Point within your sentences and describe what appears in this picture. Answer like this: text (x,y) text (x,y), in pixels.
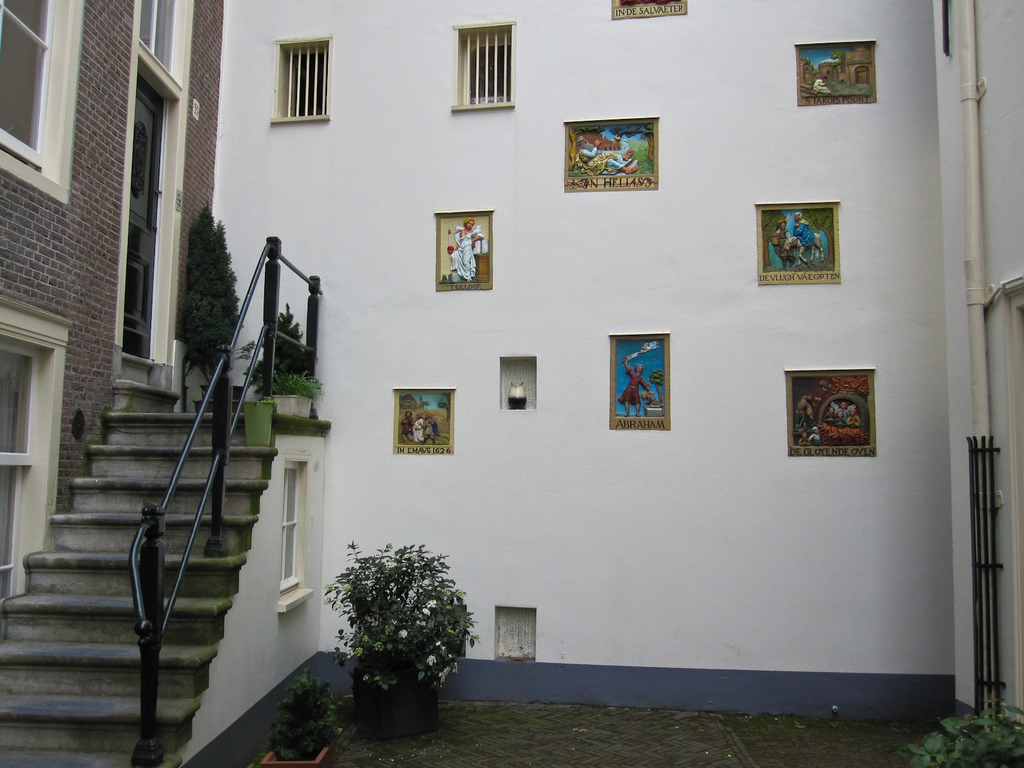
On the left side of the image (200,286) we can see door (148,257), windows (74,34), wall (183,308), stairs (137,691), plants (198,256), pots (272,414). In the center of the image (624,376) we can see photo frames (652,392), windows (472,63), grills (505,79). On the right side of the image (971,220) we can see pipe (973,200). At the bottom of the image (615,738) we can see plants (366,598), pots (399,699), ground (772,733).
